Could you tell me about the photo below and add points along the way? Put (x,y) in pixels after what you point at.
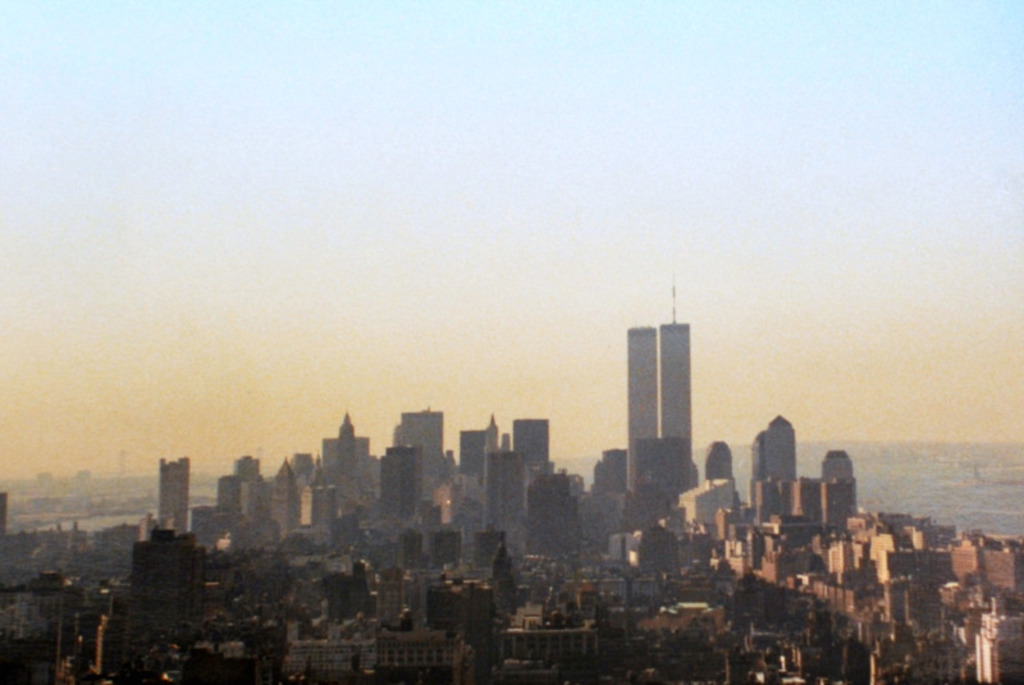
In this picture we can see buildings (443,585), it looks like water (930,506) on the right side (944,494), there is the sky (708,286) at the top of the picture (569,119).
